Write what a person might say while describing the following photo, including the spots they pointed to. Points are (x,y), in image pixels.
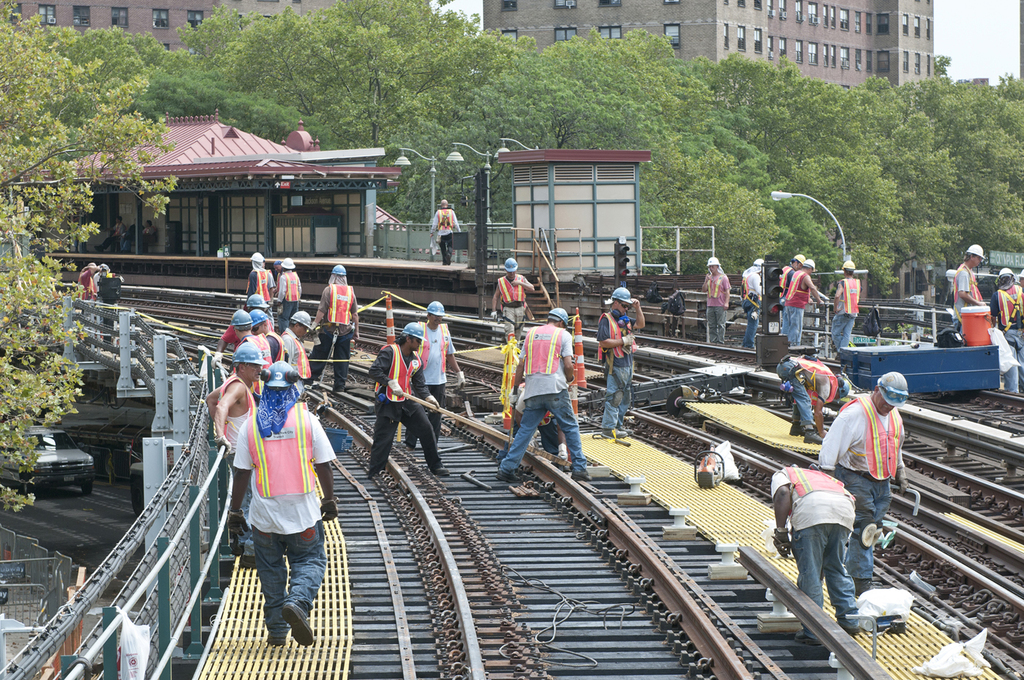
In this image I can see many people (806,492) standing on the track (767,478) and there are some objects (507,402) on it. I can see few people (546,388) with helmets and aprons (550,329). To the left (165,560) I can see the railing (168,551). In the background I can see the stairs (530,310), few people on the platform (473,266), many trees (637,122), buildings (583,37) and the sky (961,66).
